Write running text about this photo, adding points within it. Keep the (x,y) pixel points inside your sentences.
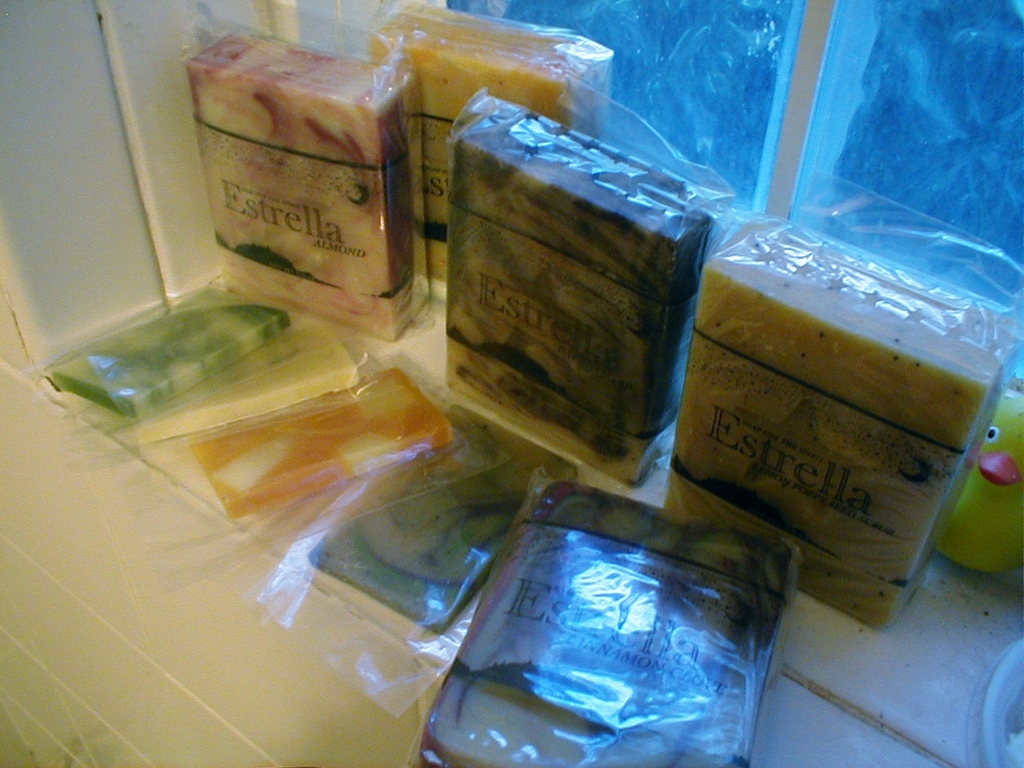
In this image there are some packets (477,463) and there is one toy (983,501), in the background (981,132) there is a window (989,147). At the bottom (65,678) and on the left side (75,590) there is a wall (191,619).
